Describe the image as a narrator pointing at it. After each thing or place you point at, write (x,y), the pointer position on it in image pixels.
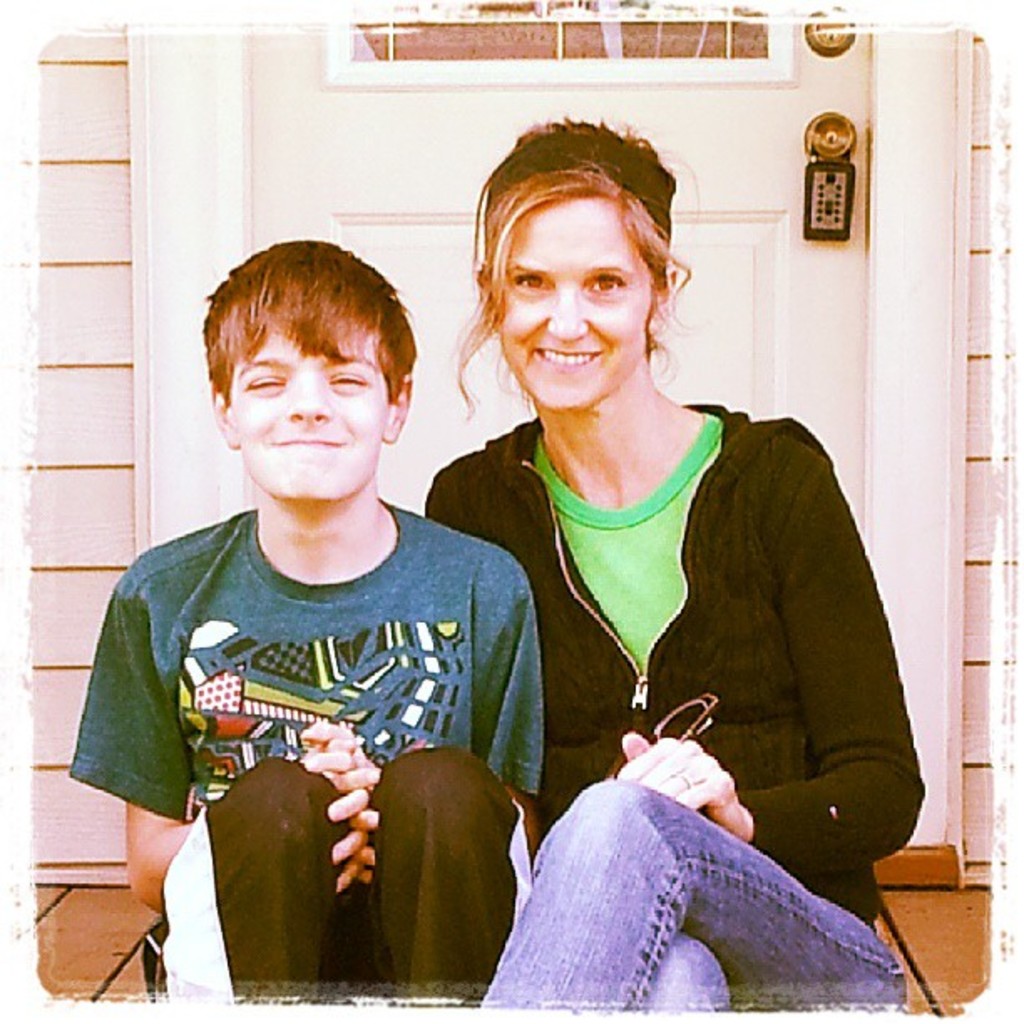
Here I can see a woman (600,682) and a boy (273,689) are sitting on the floor (917,945), smiling and giving pose for the picture. The woman (566,603) is wearing a black color jacket (750,698), jeans (711,897) and holding spectacles (658,735) in the hand (649,751). The boy (232,575) is wearing a t-shirt (299,626) and trouser (262,849). At the back of these people (747,597) I can see a white color door (368,154) along with the wall (70,290).
